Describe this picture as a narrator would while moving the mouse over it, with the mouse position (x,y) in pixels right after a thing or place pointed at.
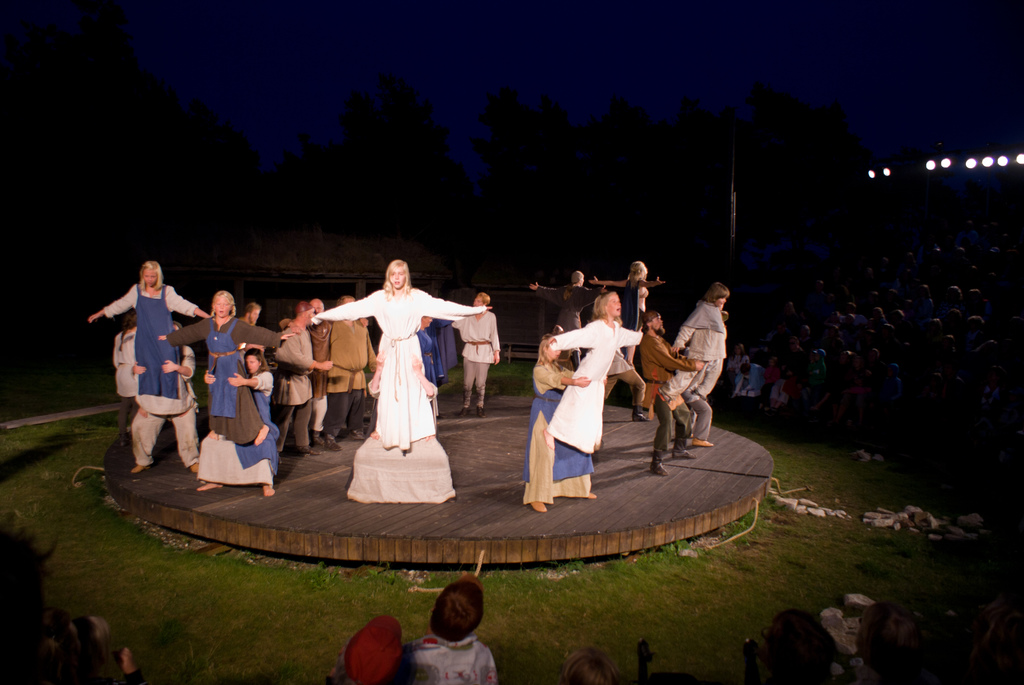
In this picture we can see some people (539,486) on a platform (590,517) on the ground (748,432), in front of them we can see a group of people (744,378), here we can see a pole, shed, lights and some objects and in the background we can see trees (763,226), sky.
